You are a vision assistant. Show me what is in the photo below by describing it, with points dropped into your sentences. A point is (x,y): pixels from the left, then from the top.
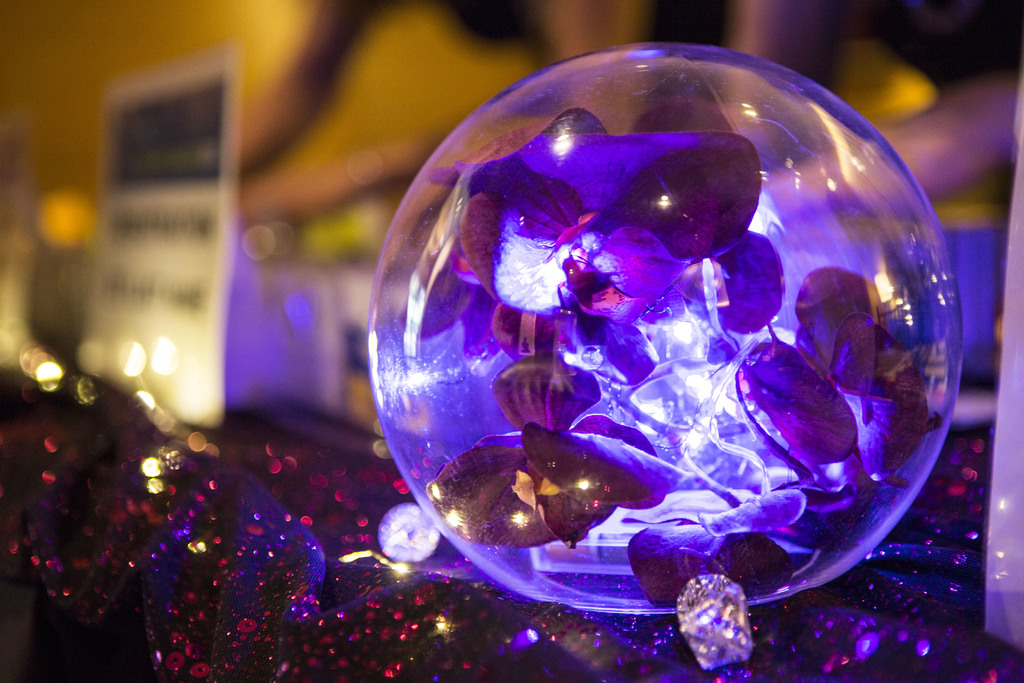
In foreground (583,657) we have shiny cloth (373,644) which is shining in red color. In middle of the image (428,308) we have crystal (922,309) inside it flowers (509,406) are present which are shining in white and pink shade. On the top (175,36) image is blur but it is in yellow color.
